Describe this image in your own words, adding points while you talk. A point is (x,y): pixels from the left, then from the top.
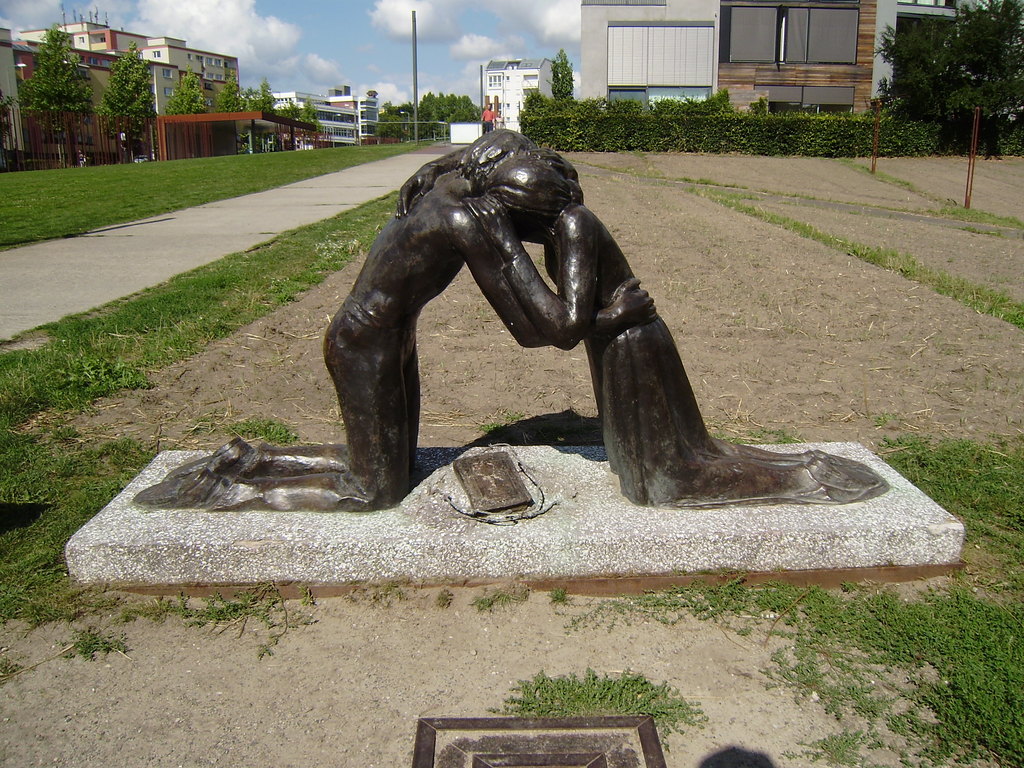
As we can see in the image in the front (544,485) there are statues (378,467). In the background (693,127) there is grass (15,189), trees (48,121), plants (679,125), pole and buildings (368,97). On the top (398,39) there is sky (322,43) and clouds (256,34).
